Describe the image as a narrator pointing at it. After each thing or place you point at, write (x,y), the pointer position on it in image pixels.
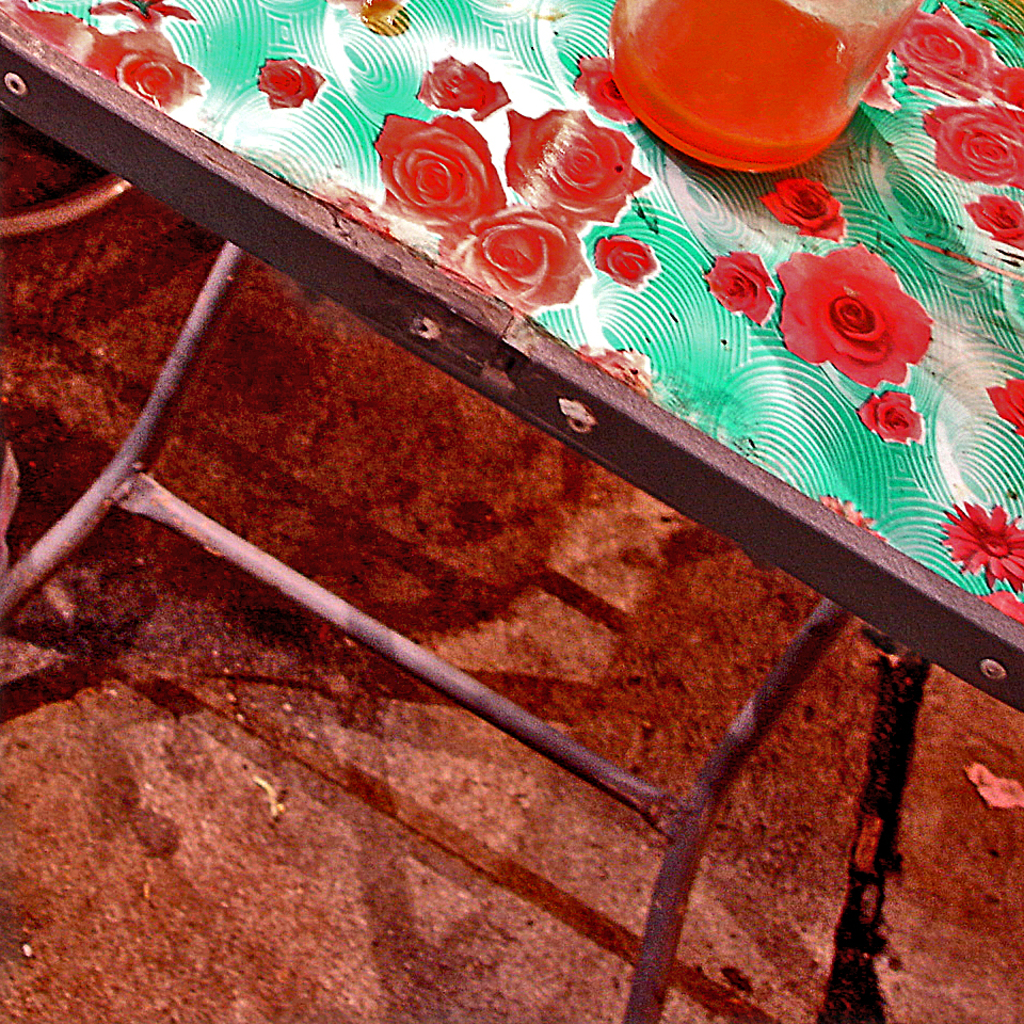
In this picture there is a colorful desk (504,309) at the top side of the image (552,296) and there is a glass (732,11) on it.
